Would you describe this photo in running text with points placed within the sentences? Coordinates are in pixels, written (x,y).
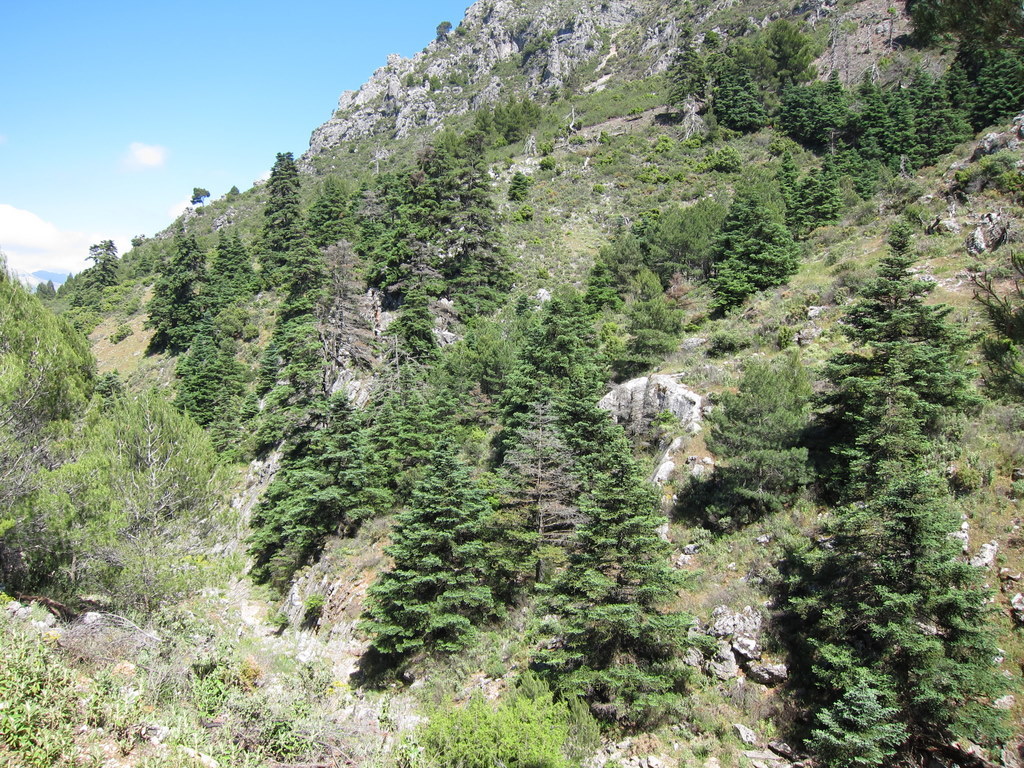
In this picture, we can see mountain (605,370) with grass (766,346), plants (724,393), trees (628,364), rocks (185,212), and the sky (116,153) with clouds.
